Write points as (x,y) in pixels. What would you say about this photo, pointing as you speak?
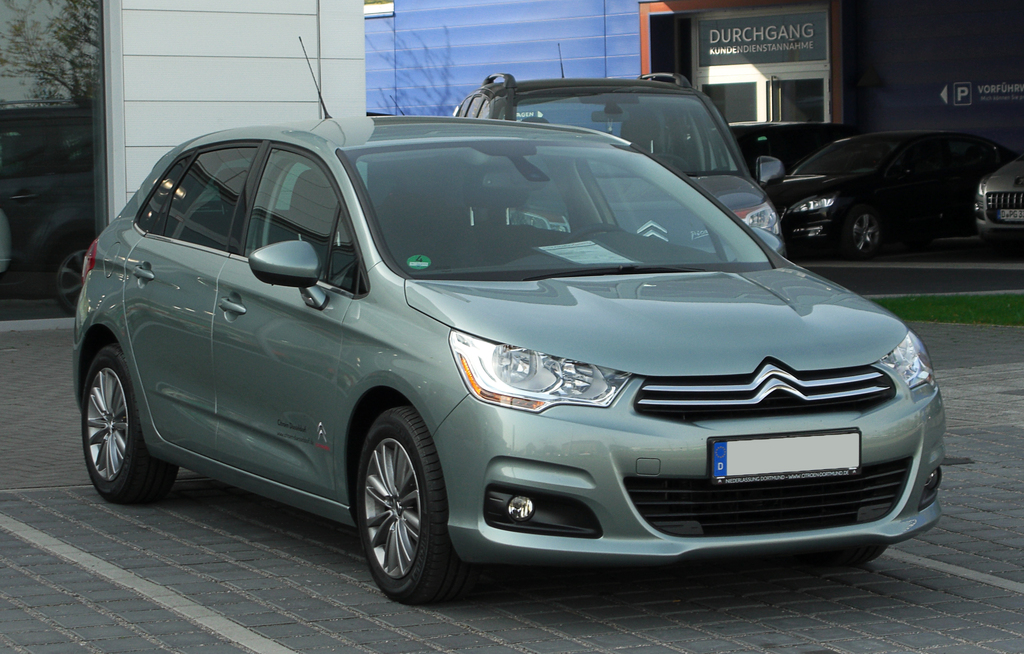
In this image I can see a car (477,376) which is green in color on the ground (145,564). In the background (963,225) I can see few other cars (765,207), the building (445,20) and the glass (78,66) in which I can see the reflection (9,67) of a car (3,143), a tree (91,59) and the sky (21,59).
